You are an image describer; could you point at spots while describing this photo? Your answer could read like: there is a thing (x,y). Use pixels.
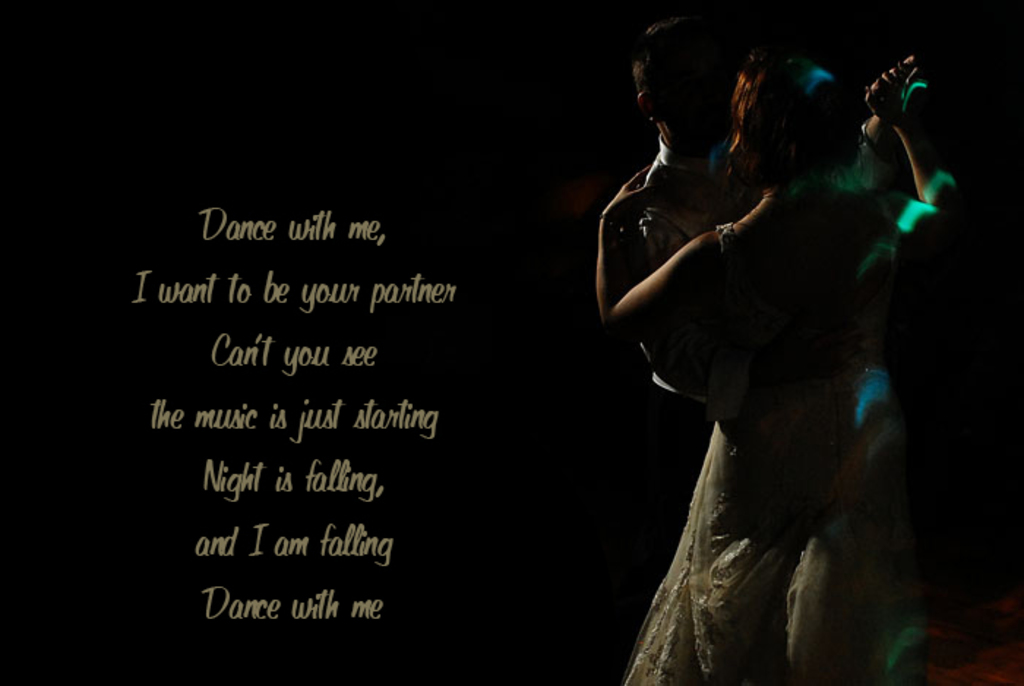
In the picture I can see a woman (744,305) and a man (693,317) are dancing and they are on the right side of the image (878,366). This picture is dark and here we can see some edited text (230,472) on the left side of the image (324,599).
